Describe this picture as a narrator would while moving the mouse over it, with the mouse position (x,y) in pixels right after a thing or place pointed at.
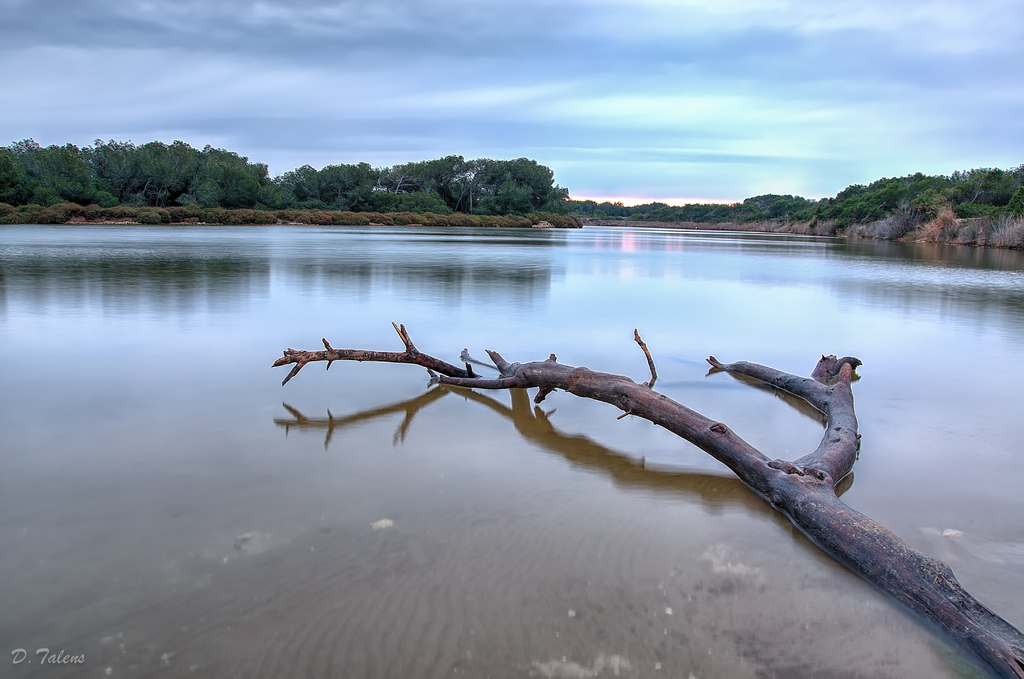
In this picture I can see trees (744,203) and water (500,466) and a fallen tree (958,635) in the water (692,385) and I can see blue cloudy sky (412,105) and text (64,650) at the bottom left corner of the picture (40,652).
